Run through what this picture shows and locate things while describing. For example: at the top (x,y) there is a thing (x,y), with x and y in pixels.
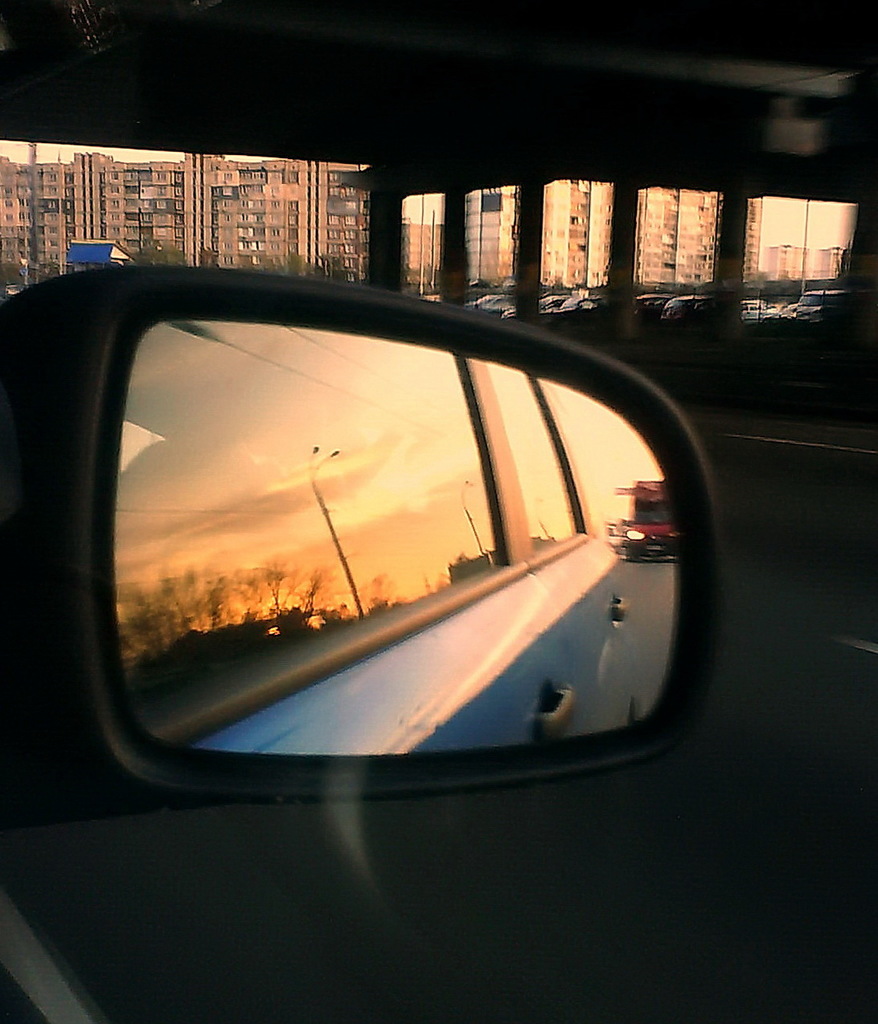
In the picture we can see a car side mirror (272,670) in it, we can see an image of a road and vehicle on it and besides it, we can see some trees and sky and behind the mirror (296,294), we can see some house buildings (556,218) far from it and near to it we can see a bridge (463,267) with pillars (525,214) and some cars (815,305) are parked under the bridge (622,243).
